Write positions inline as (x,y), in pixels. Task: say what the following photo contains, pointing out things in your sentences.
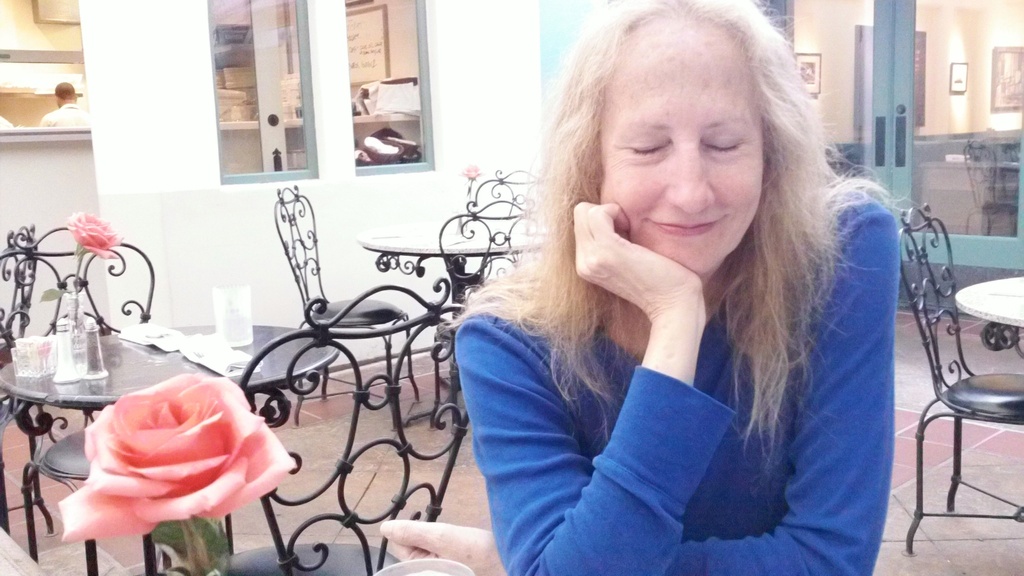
This woman (597,443) wore blue dress (819,463) and smiling. We can able to see chairs (302,334) and tables (146,346). On this table (305,361) there is a flower (157,473). Far the person (67,112) is standing. On wall (979,77) there are pictures (1019,74).
